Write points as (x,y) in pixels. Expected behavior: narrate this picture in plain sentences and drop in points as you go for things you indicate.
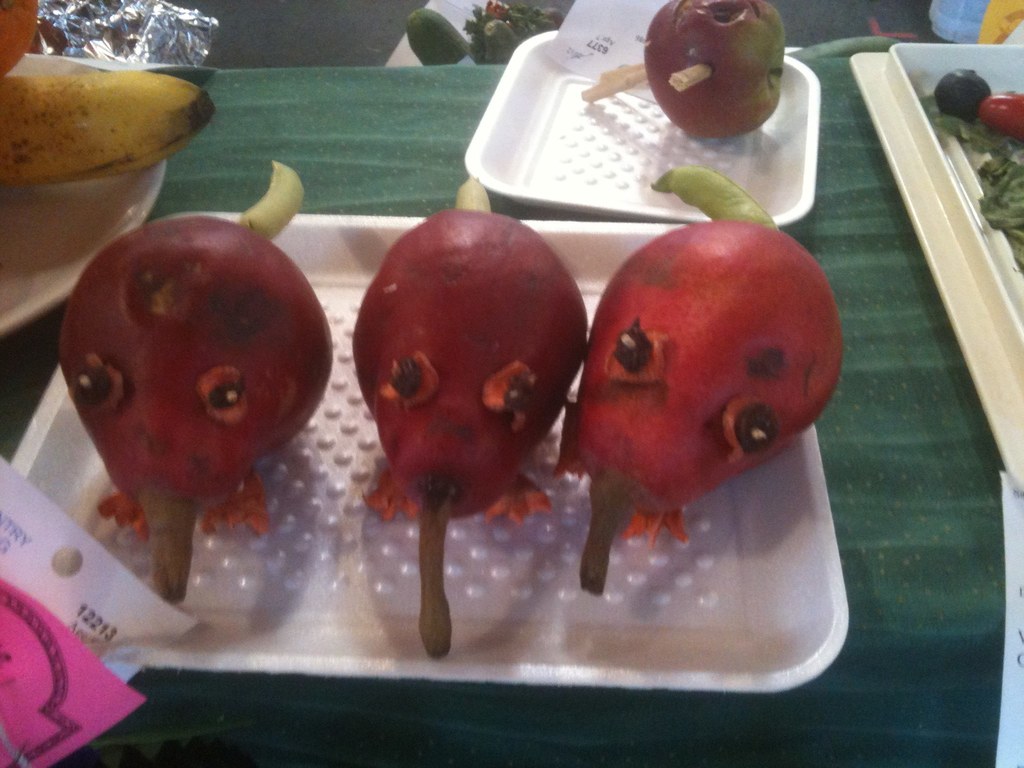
There is a table (581,727). On the table (876,546) there is a green cloth (892,535). On that there are trays (690,627). On the trays (385,558) there are different fruits (92,291). On the left corner (56,615) there are papers (46,651).
